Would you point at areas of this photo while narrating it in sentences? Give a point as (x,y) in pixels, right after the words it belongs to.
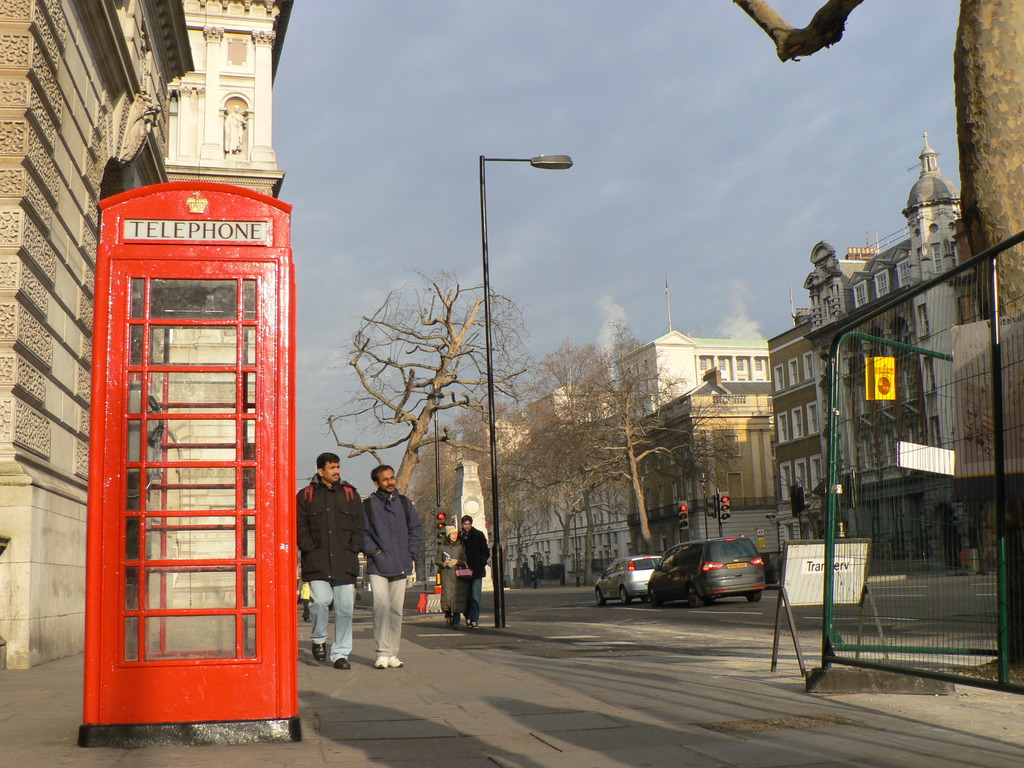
In this image, we can see so many buildings (50,637), trees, rods (827,605), hoardings (842,600), vehicles (739,588) on the road (672,618), walls (647,463), traffic signals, windows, pillar (472,508), board (858,594), telephone booth (209,503), barricade (953,625). Here we can see few people (451,605) are walking on the footpath (472,708). Background (760,241) there is a sky (827,143).
